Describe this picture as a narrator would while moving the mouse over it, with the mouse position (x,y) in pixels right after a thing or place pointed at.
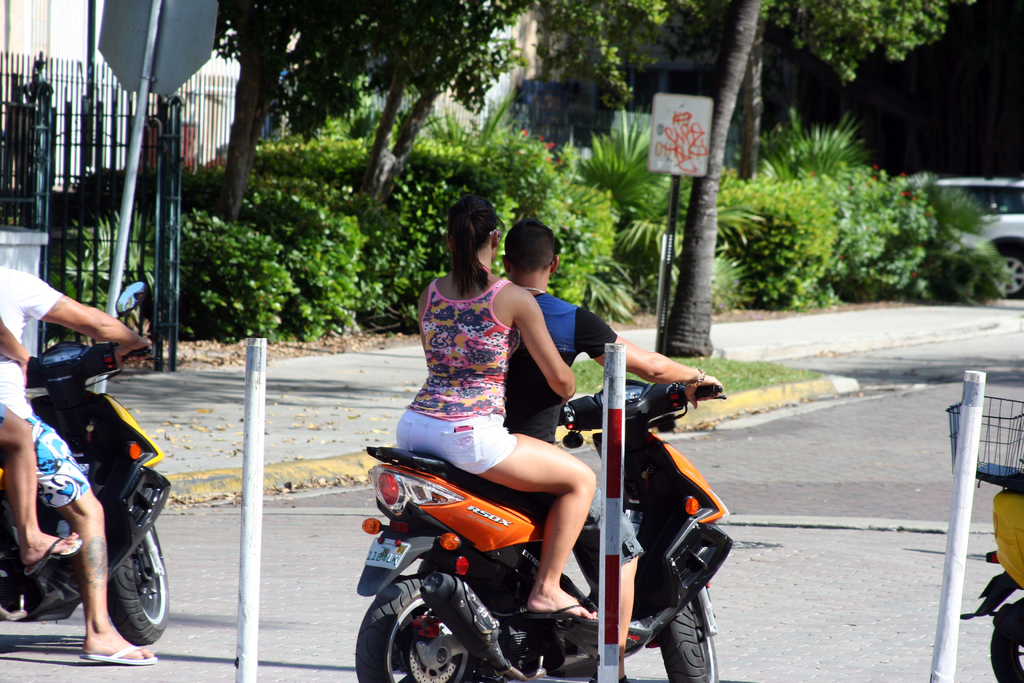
In this image there are three people (577,532) sitting and riding the motorbike (403,574) on the road (692,441). At the back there is a car (985,198), and at the left (169,334) there is a fence (41,88) and trees (257,105).
